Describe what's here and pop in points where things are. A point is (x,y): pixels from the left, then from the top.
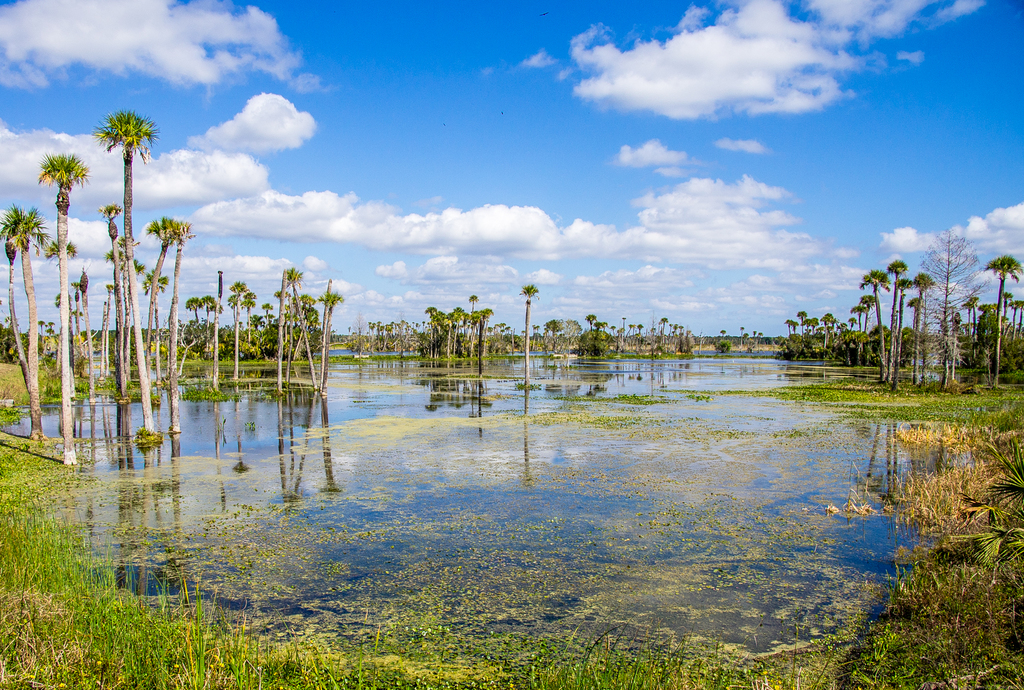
In this image there is grass (47,539) on the water (223,578) which is in front (660,660). In the center (549,450) there is water (434,456). In the background (431,347) there are trees (975,345) and the sky (551,256) is cloudy.
